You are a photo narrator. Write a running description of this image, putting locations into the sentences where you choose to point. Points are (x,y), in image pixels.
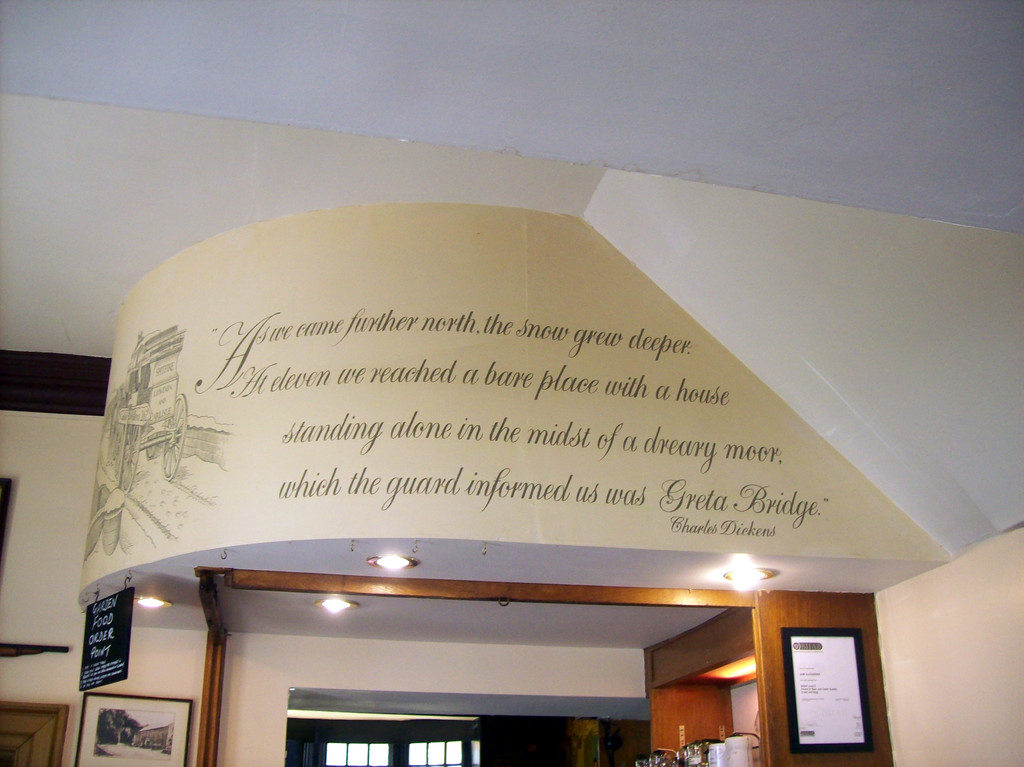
In this picture we can see the lights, frames (144,708), name board (103,674), window (456,752), wall (590,336) with a cart (153,440), basket (105,531), path (145,510) and some text (272,314) on it and some objects (686,759).
